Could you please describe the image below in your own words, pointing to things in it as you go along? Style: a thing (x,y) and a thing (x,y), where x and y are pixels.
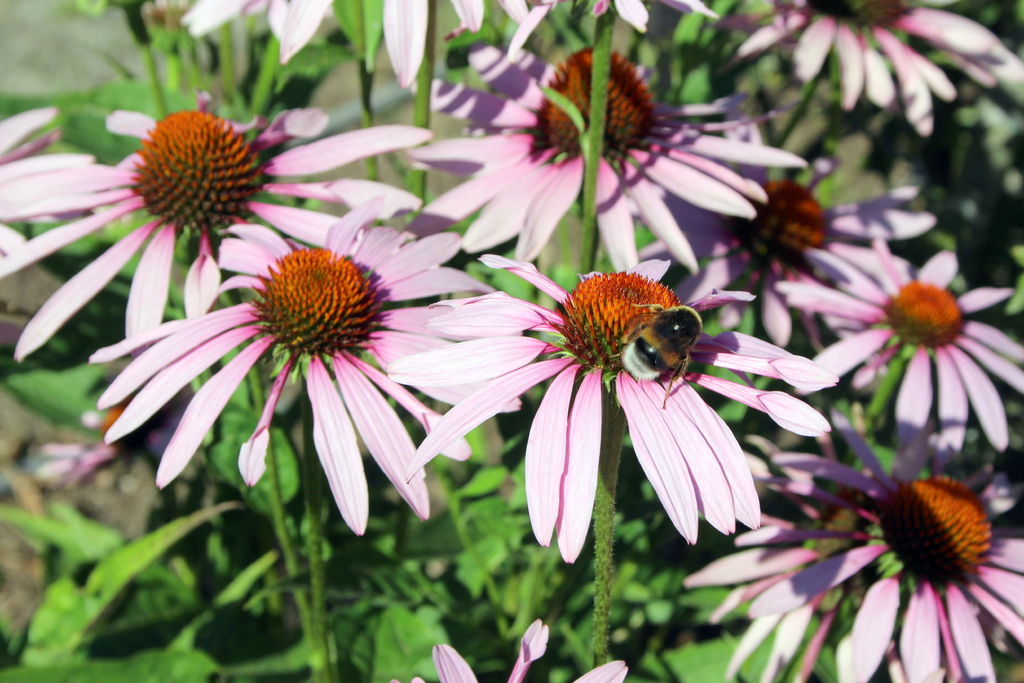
In this image I can see the flowers (538,127). I can see an insect (665,352).
